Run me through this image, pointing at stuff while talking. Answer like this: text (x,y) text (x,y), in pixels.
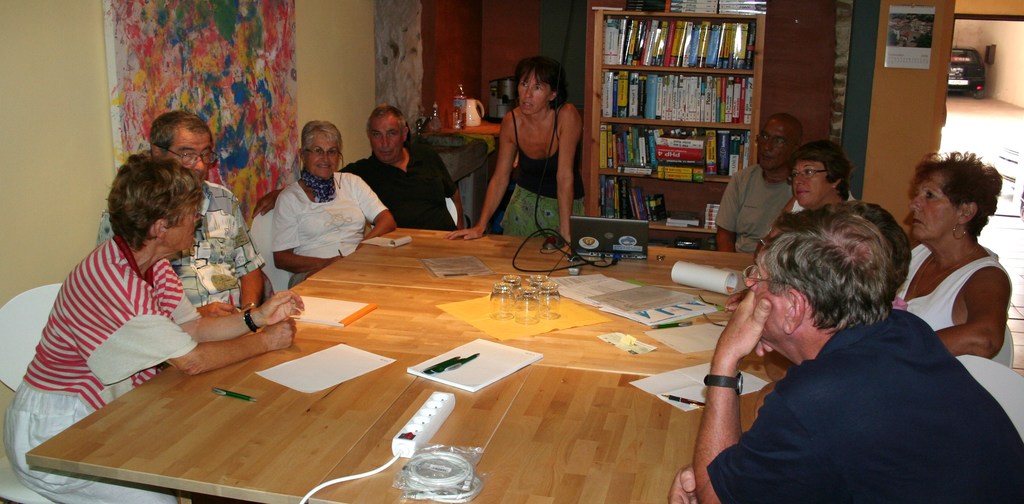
In the image there are many people (754,218) sitting around the wooden table (428,393) with paper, pens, books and glasses (544,310) and laptop (631,260) on it, behind them there is a rack (595,37) with many books (662,78) in it, on the right side (989,95) it seems to be a car garage (970,92), on the left side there is a table (461,131) with tea kettle (479,110) and bottles (455,108) on it and there are wallpapers (138,72) on the left side wall (316,85).
